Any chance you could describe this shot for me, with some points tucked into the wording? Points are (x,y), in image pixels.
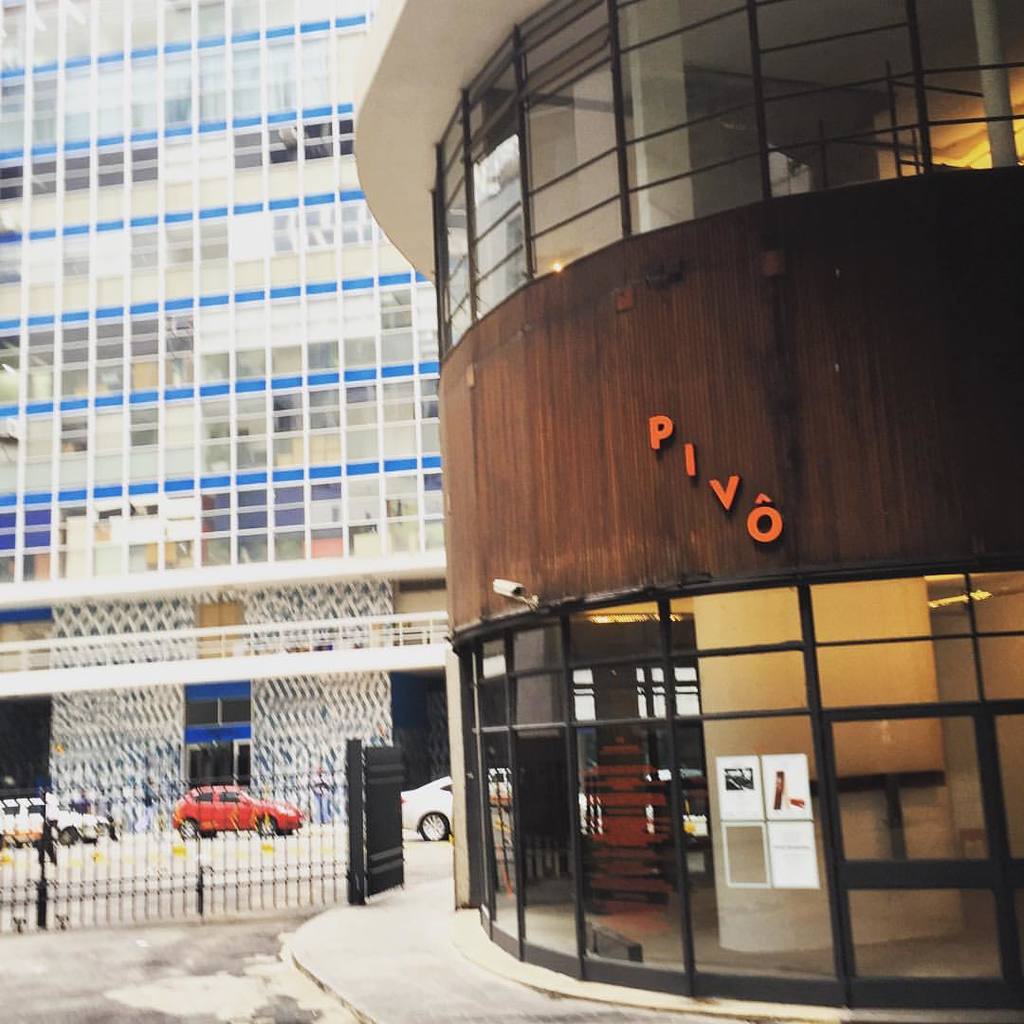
In this image there are vehicles (234,824) on the road (242,849). Left side (21,848) there is a fence (348,848) having a gate (381,814). Background (71,486) there are buildings (375,430). Bottom of the image (413,989) there is a pavement (408,971). Beside there is a road (171,990).
